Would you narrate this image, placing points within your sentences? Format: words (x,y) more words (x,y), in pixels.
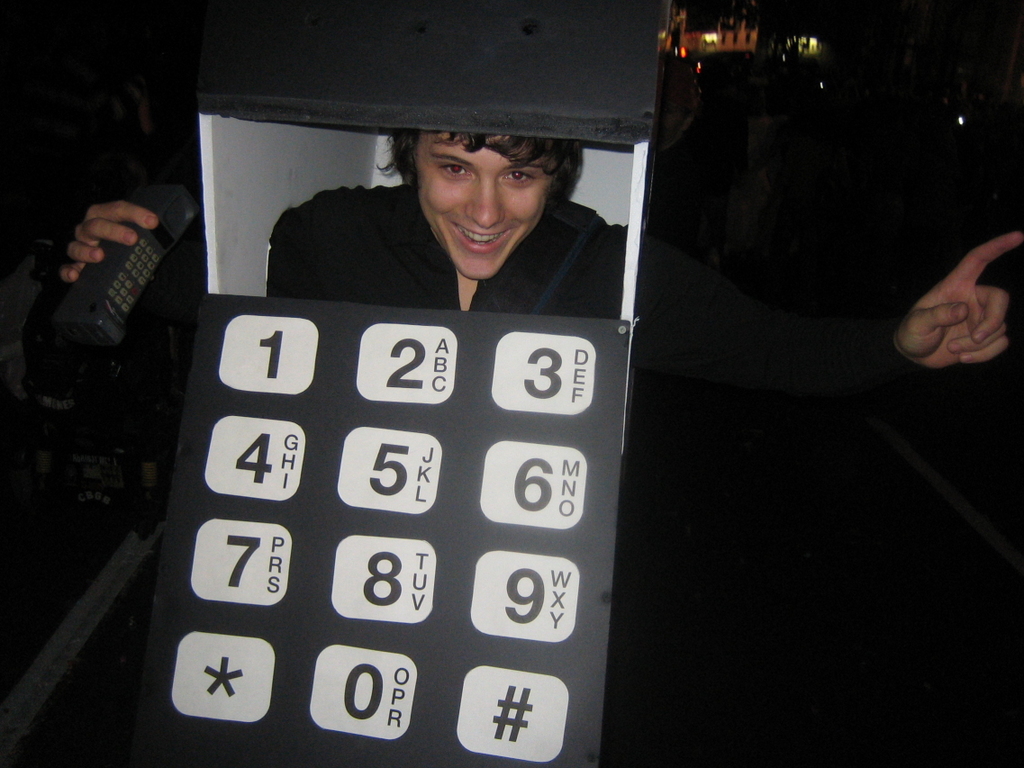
In this image we can see a person (617,267) wearing a cellphone costume (586,363) holding a device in his hand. On the backside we can see some lights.
